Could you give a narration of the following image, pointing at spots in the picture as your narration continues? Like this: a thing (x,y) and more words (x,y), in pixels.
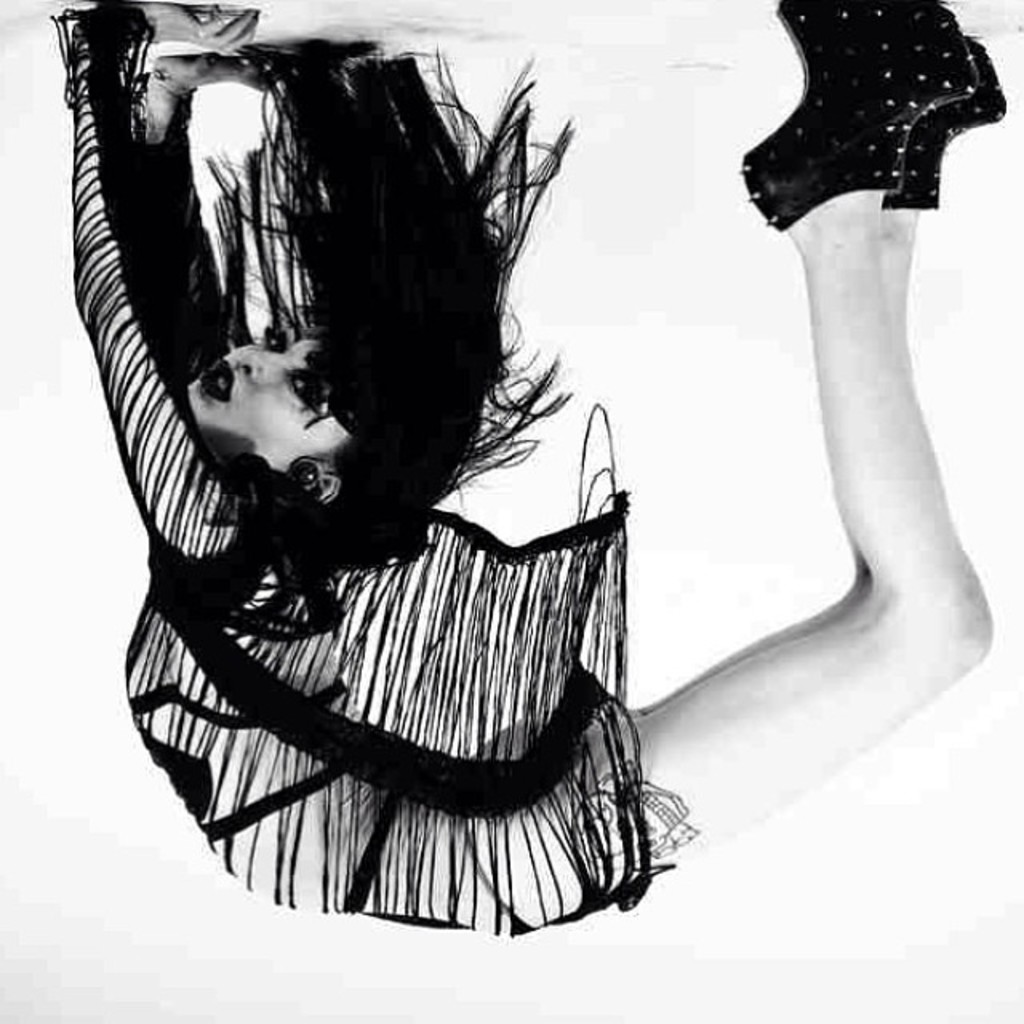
In this image I can see a person (209,515) bending. This is a black and white image.
